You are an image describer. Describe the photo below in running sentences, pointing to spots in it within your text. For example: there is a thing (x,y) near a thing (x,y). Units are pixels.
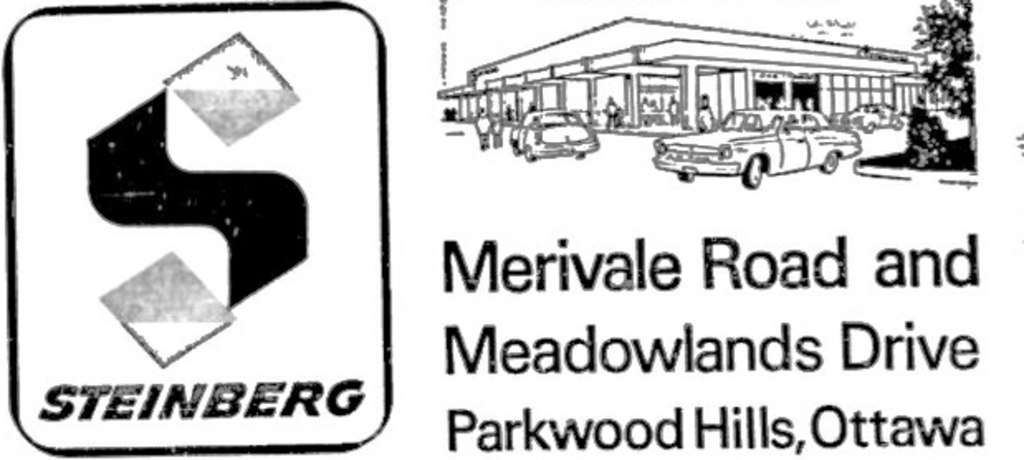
In this image we can see a poster (367,244). In this image we can see some pictures (764,71), text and a logo (297,176).
